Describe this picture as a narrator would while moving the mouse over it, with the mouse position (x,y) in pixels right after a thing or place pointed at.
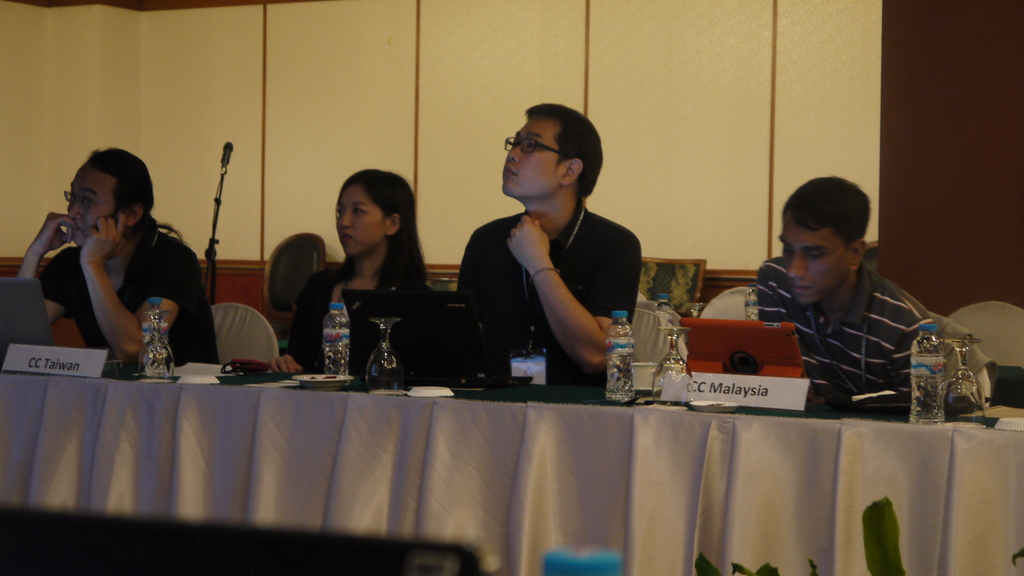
As we can see in the image there are four people (606,325) who are sitting on the chair (243,347) in front of them there is a water bottle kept and the wine glass (386,358) which is kept up side down and the people (531,298) are wearing the id cards (543,367) and behind them there is a wall (568,93) which is in cream colour and on the table (851,412) its written "CC Malaysia" and "CC Taiwan".
